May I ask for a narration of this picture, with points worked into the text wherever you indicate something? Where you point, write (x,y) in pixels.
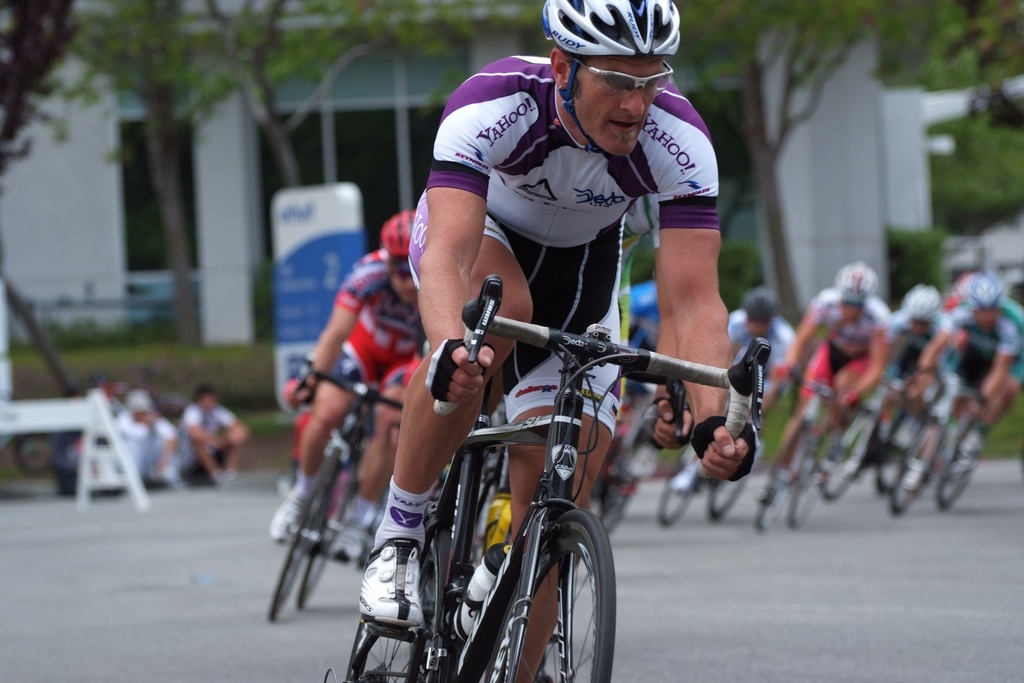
In this image, we can see a person (705,427) is riding a bicycle (449,628) and wearing glasses (617,72) and helmet (609,35). In the background (748,89), there is a blur view. Here we can see people (659,427) are riding bicycles (950,497) on the road (810,630). On the left side of the image (146,449), we can see people (182,451) are sitting. Here there are few trees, plants (54,344), wall (57,207) and pillars (923,200).
